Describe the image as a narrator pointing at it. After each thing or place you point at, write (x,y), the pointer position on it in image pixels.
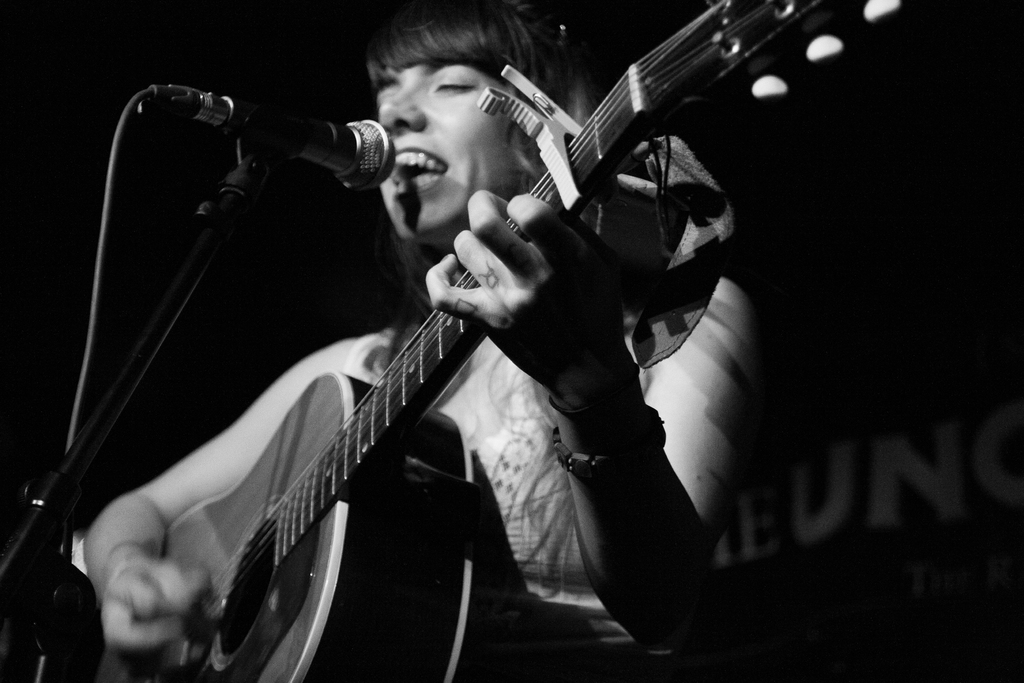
In this picture there is a woman (578,370) holding a guitar (296,459). She is playing guitar (252,560) along with singing song. In front of her there is a mic (309,133). In the background (808,540) there is a banner (777,460).
